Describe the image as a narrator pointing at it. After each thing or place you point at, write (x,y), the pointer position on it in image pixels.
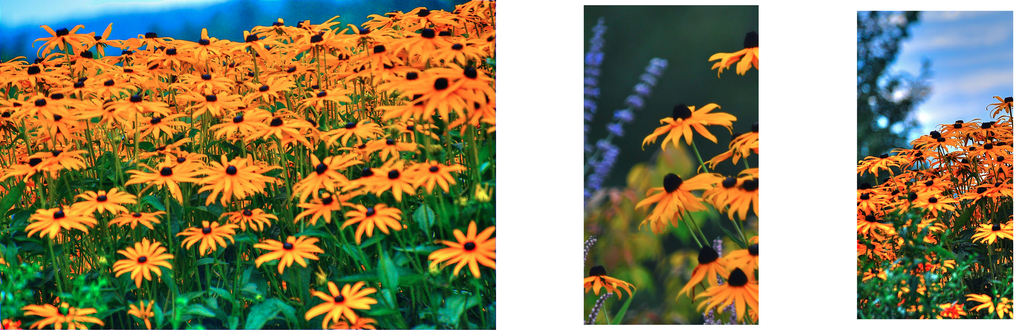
There are three different images but the picture is same, there are beautiful orange flower plants (231,156). In the first picture there are plenty of plants (433,162) and in the second picture only the flowers (707,199) are focused and in the third picture it is a zoom out image of all the plants (967,203).
